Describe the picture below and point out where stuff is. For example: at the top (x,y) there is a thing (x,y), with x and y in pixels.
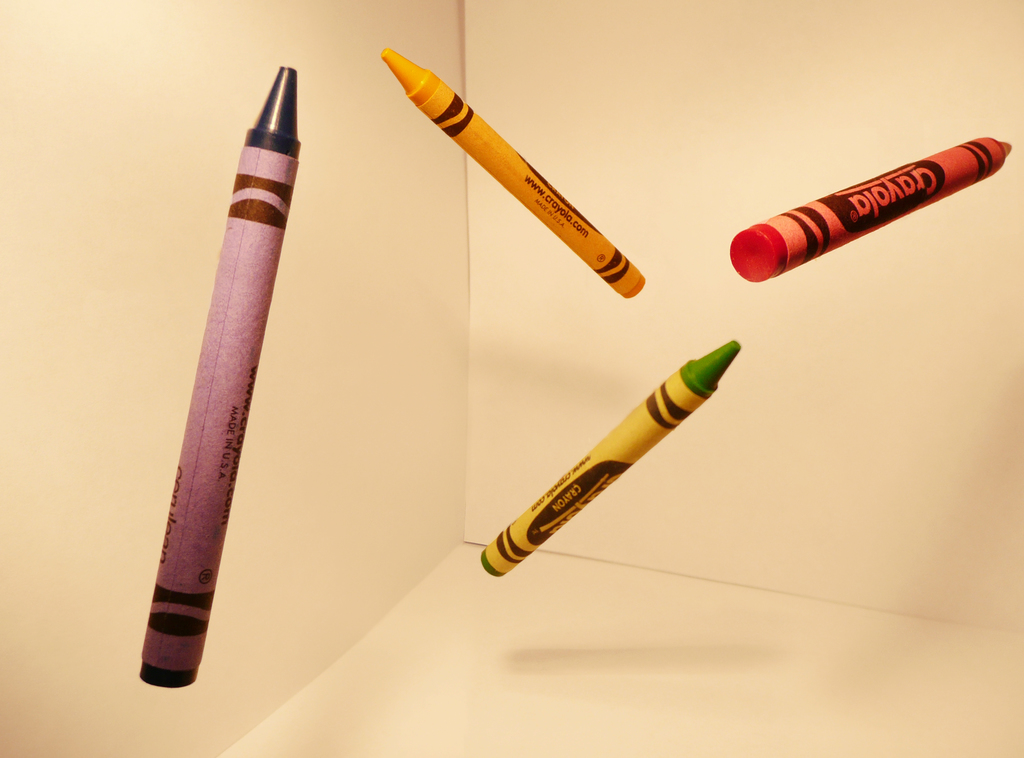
In this picture we can see the colorful crayons (289,102) in the air. Remaining portion of the picture is in cream color.
